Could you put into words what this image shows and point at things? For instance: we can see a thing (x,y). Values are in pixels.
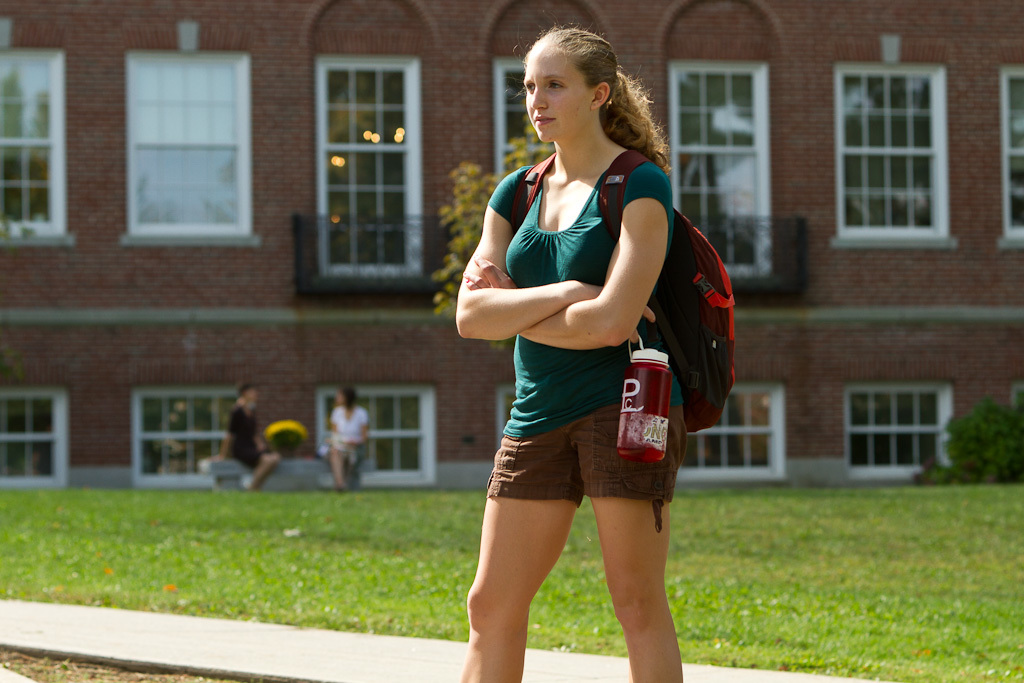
In this image we can see a woman (566,67) and she is holding a bottle (647,376). Here we can see grass (923,574) and plants (1021,478). There are two persons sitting on a bench (315,485). In the background (285,275) we can see windows (857,454), doors (727,101), and a building (992,209).
